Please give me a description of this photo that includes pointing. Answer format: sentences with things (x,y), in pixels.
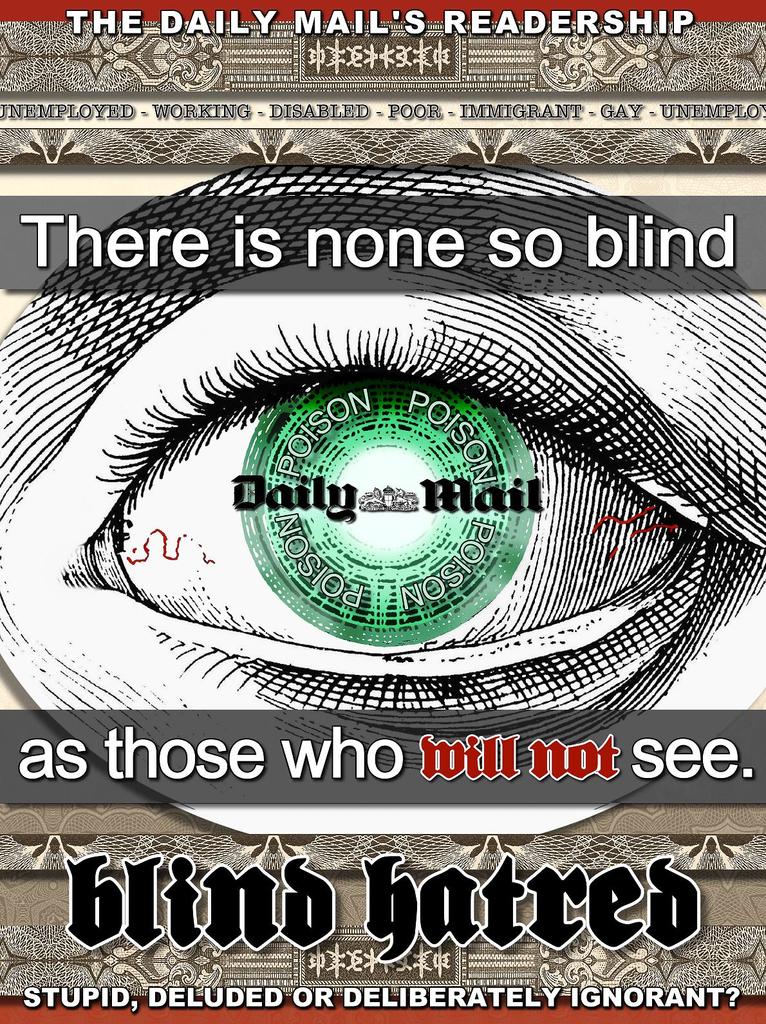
In the center of the image (297,424) we can see a poster (265,230). On the poster (321,945), we can see one eye (477,523), some design (562,157) and some text (332,231).
